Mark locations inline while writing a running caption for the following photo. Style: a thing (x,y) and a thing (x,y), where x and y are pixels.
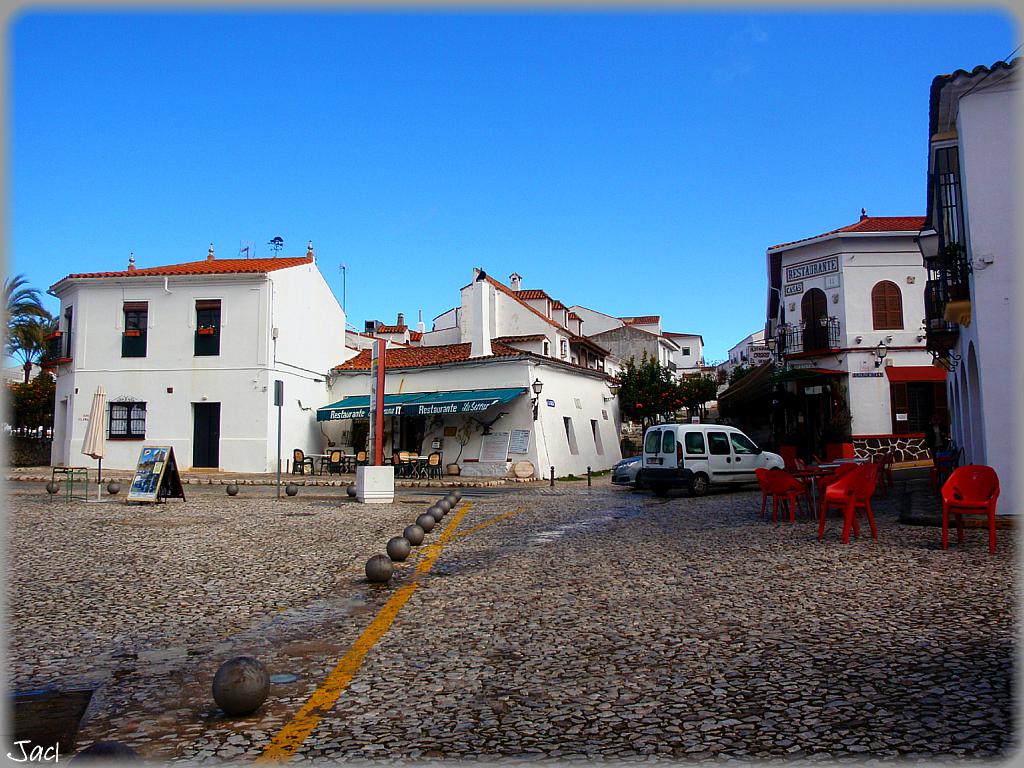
The picture is clicked in an open area (564,640). In the background (473,374) there are buildings (479,391), trees (659,374), vehicles (671,428). In the right (834,499) there are chairs (860,494), tables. Here there are iron balls (421,528). Here in the middle (406,456) there are chairs (339,460) and table (424,455). The sky (340,161) is clear. On the ground (629,675) here are cobblestones (519,680).
